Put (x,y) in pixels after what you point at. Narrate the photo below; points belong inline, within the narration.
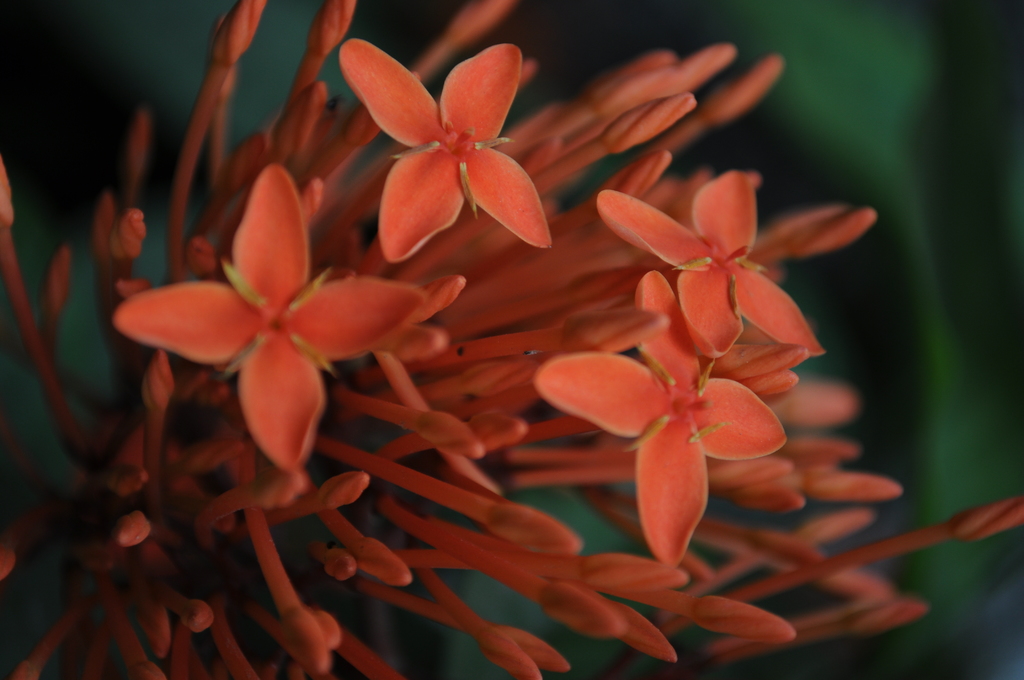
In this image I can see the orange flower (497,365).
